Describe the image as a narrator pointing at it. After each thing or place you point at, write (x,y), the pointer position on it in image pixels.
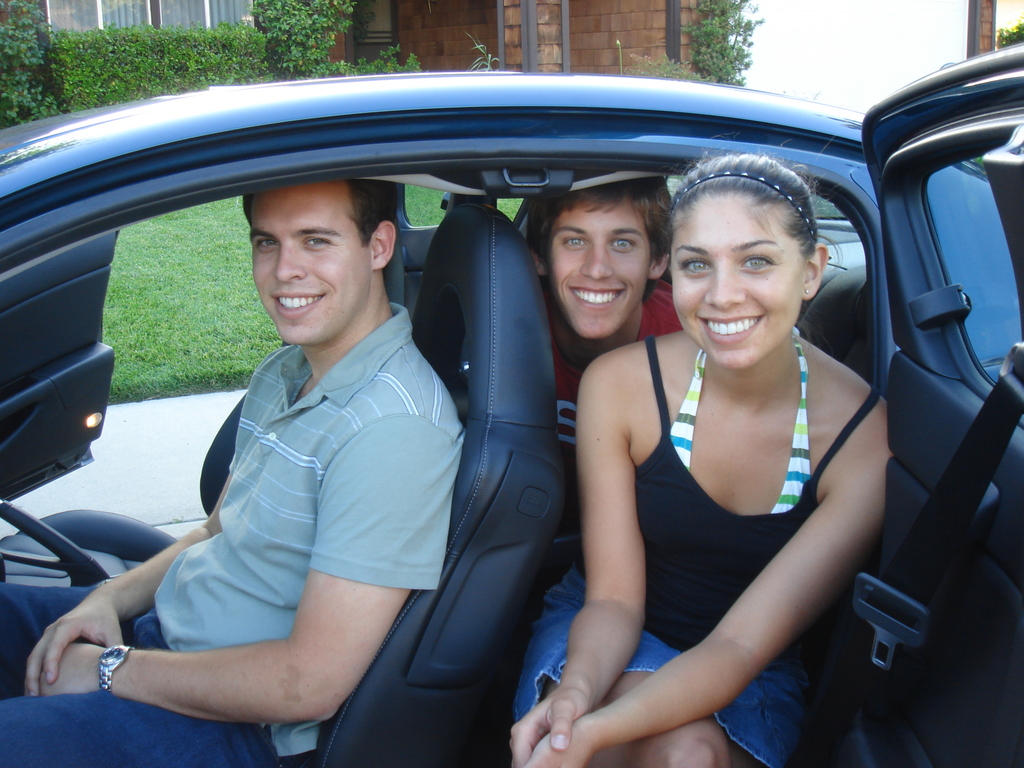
This image consists of a car (10,369) and a building (505,61) in the back side (817,13). There are plants (272,70) in the top (107,67). In the car (748,123) there are three person (364,511) sitting. The one who is sitting on the right side (850,542) is women (799,443), the one who is sitting on the left side (277,549) is man (233,549). All of them are smiling.
